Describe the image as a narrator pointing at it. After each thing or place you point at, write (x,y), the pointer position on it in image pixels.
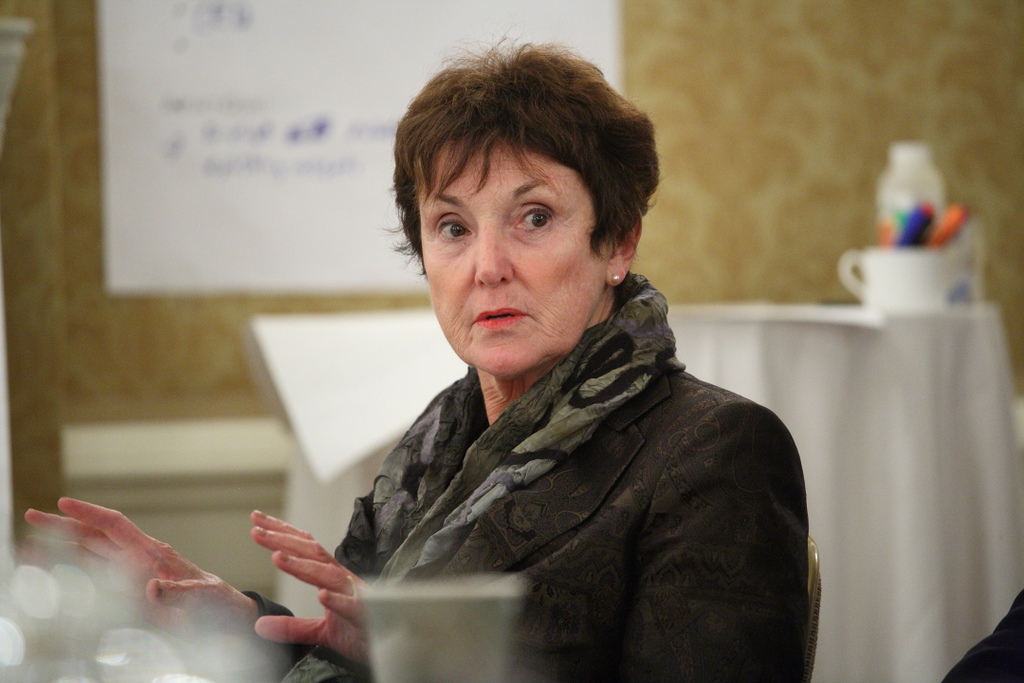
In this picture there is a woman (606,559) who is wearing black dress (589,581). In the back (996,398) I can see the cup (864,264), bottle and other objects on the table (769,324). At the top (373,72) I can see the whiteboard (360,29) which is placed near to the wall (806,129). In the bottom right corner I can see the blur image.
